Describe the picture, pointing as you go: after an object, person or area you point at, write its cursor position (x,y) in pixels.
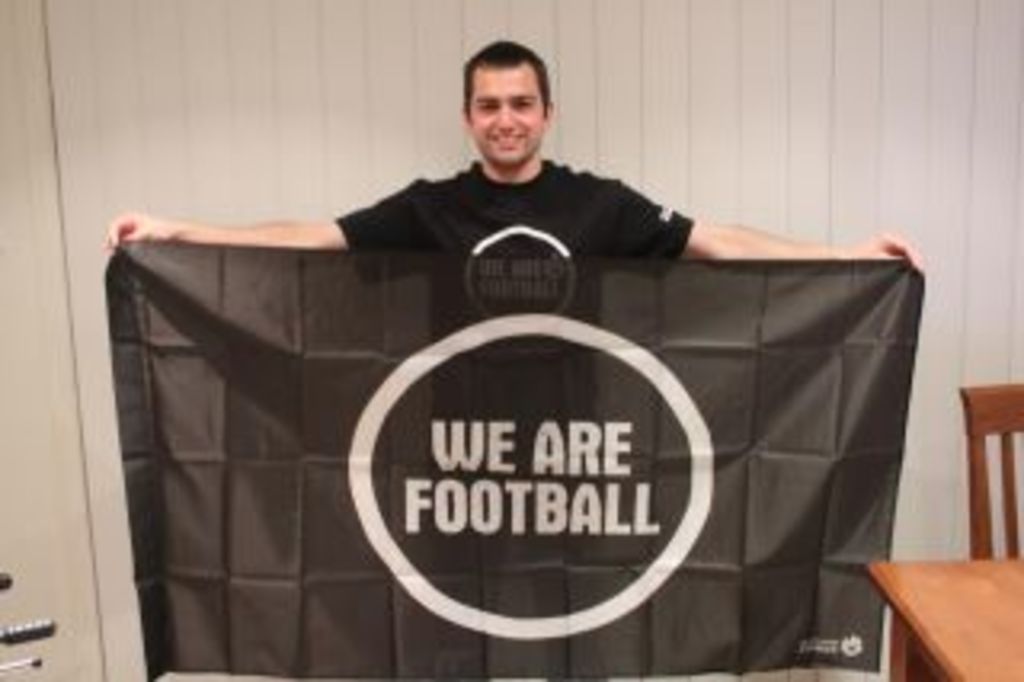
In the center (508,301) we can see one man (490,249) standing holding cloth (862,508). On cloth (630,399) it is written as "We Are Football". He is smiling back we can see wall (985,270) and chair (1010,464).
